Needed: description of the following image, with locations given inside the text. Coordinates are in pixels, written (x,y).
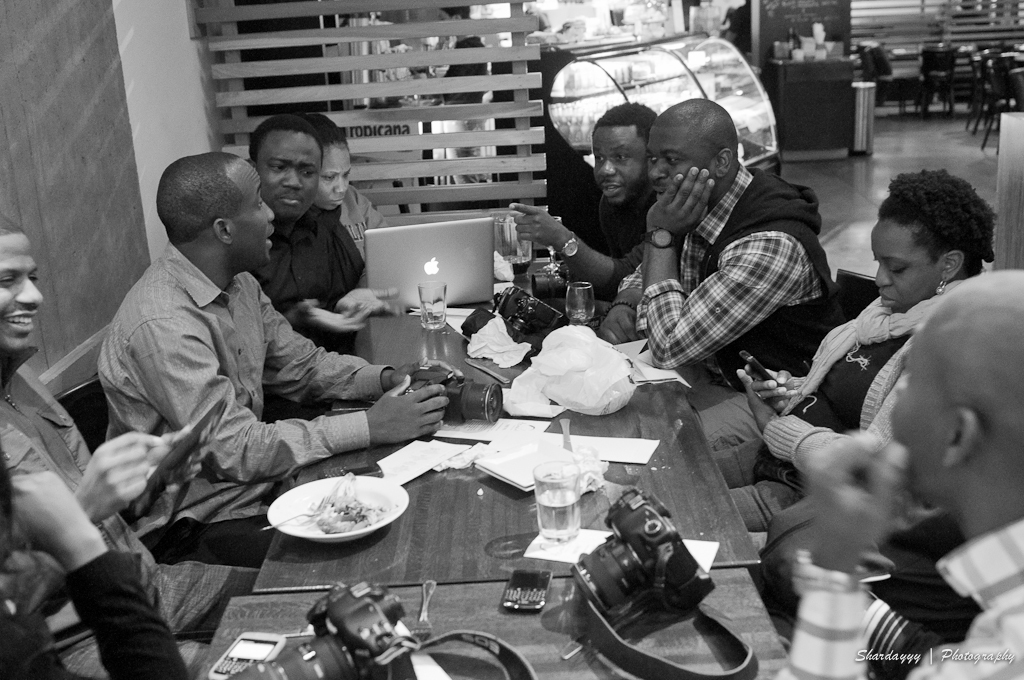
This is a black and white image. We can see there is a group of people (786,407) sitting. In front of the people (202,324), there is a table (446,555) and on the table (430,564) there are camera (356,637), glasses (541,467), a plate (326,479) and some other objects (453,317). Behind the people (300,322), there are chairs (946,84) and some other objects (811,69). On the image, there is a watermark (906,662).
